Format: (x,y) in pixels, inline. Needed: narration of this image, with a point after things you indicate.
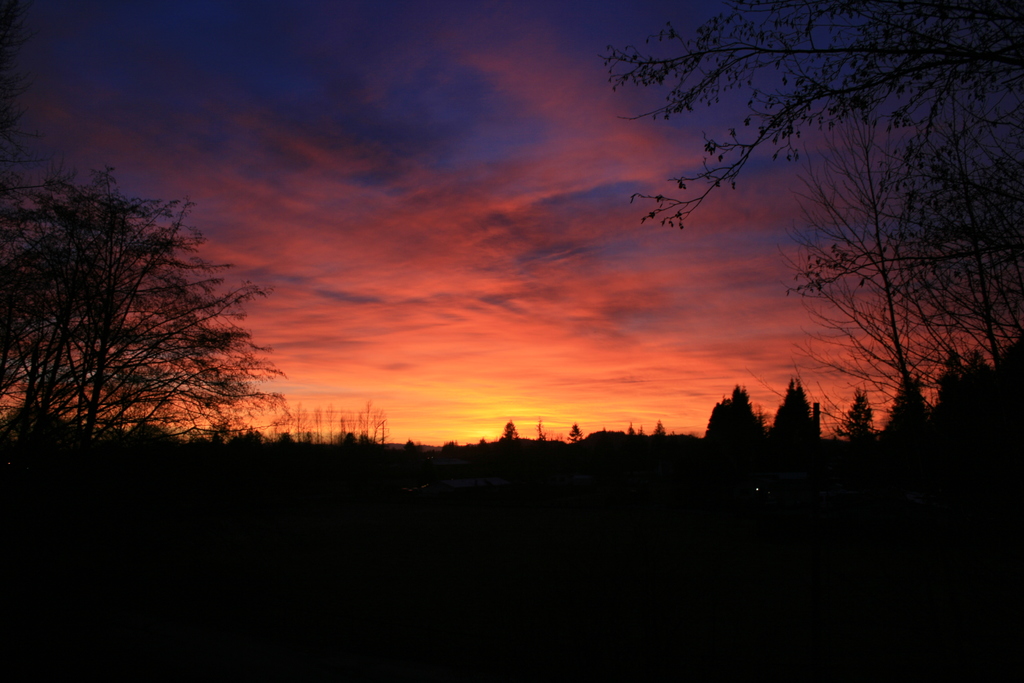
In this picture, We see few trees (203,414) and a orange color sky (521,222) with clouds (362,280).
